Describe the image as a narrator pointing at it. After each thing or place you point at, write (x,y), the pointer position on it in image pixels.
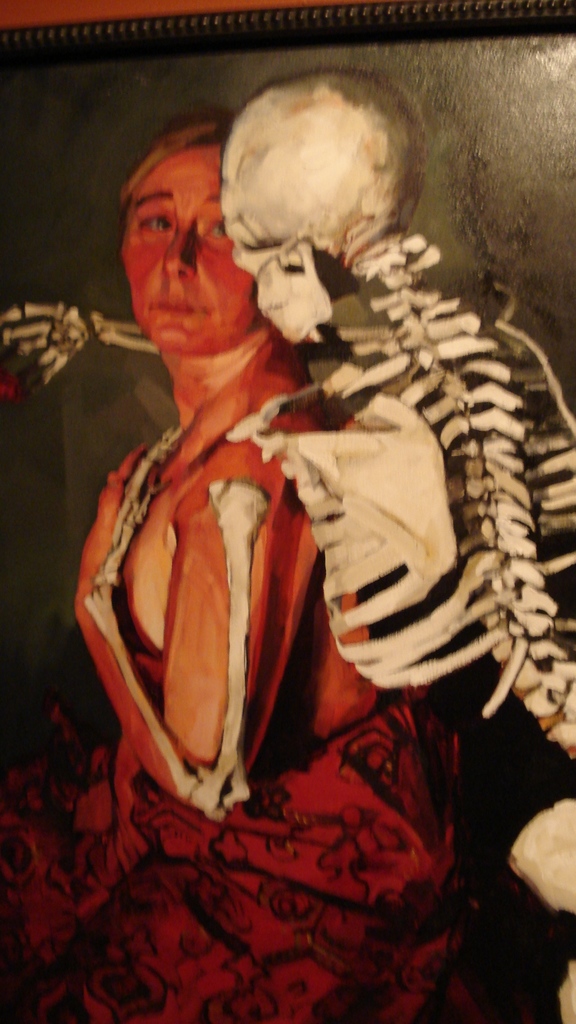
This is a picture of the photo frame (126,310). In this picture, we see a woman (215,579) and the skeleton (268,419). In the background (461,205), it is black in color. At the top (68,18), it is orange in color.
